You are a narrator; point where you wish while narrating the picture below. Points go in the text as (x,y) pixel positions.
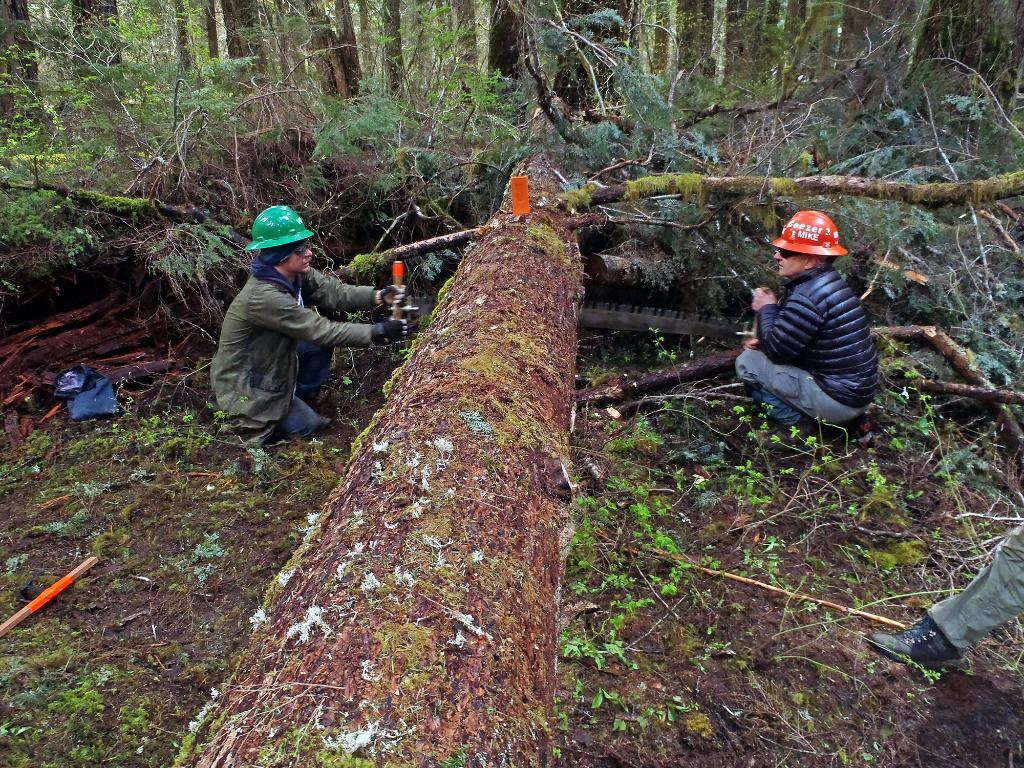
In this image we can see group of persons (259,340) kneeling on the ground (850,646). Two persons (850,342) are cutting a tree (433,315) with a saw (693,314) in their hand (390,297). In the background (482,4) we can see group of trees (134,65).
